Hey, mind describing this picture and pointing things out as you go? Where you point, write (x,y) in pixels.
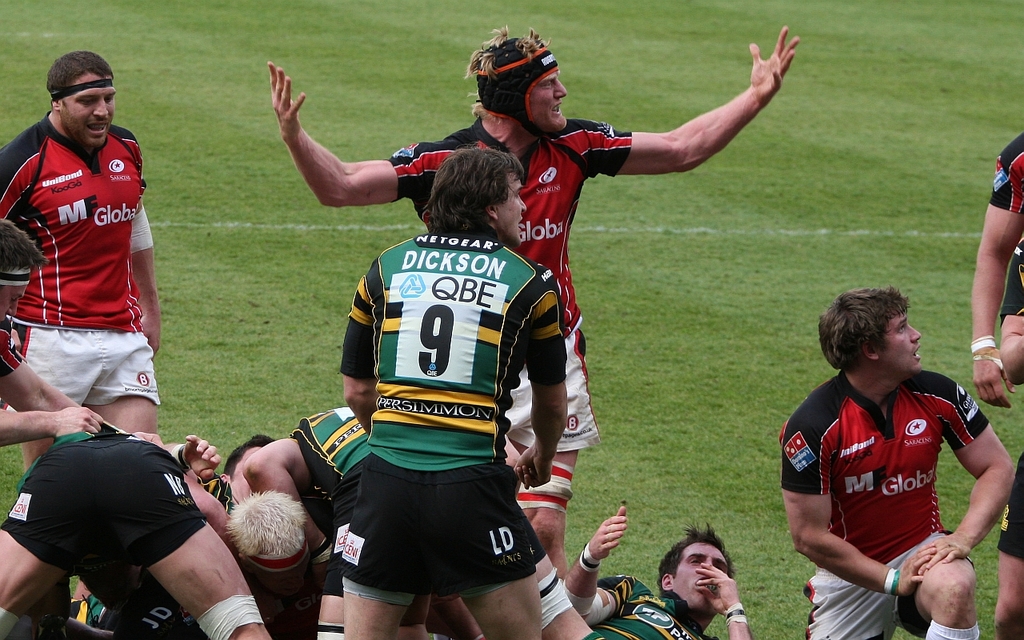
This picture might be taken inside a playground (701,416). In this image, on the right side (973,290), we can see group of people (991,335) and one man (975,403) is in squat position. On the left side (145,256), we can see a man (137,285) walking. In the middle of the image (516,280), we can see two men (519,360) are standing and group of people (651,602) are lying. In the background (641,28), we can see a grass (864,271).
